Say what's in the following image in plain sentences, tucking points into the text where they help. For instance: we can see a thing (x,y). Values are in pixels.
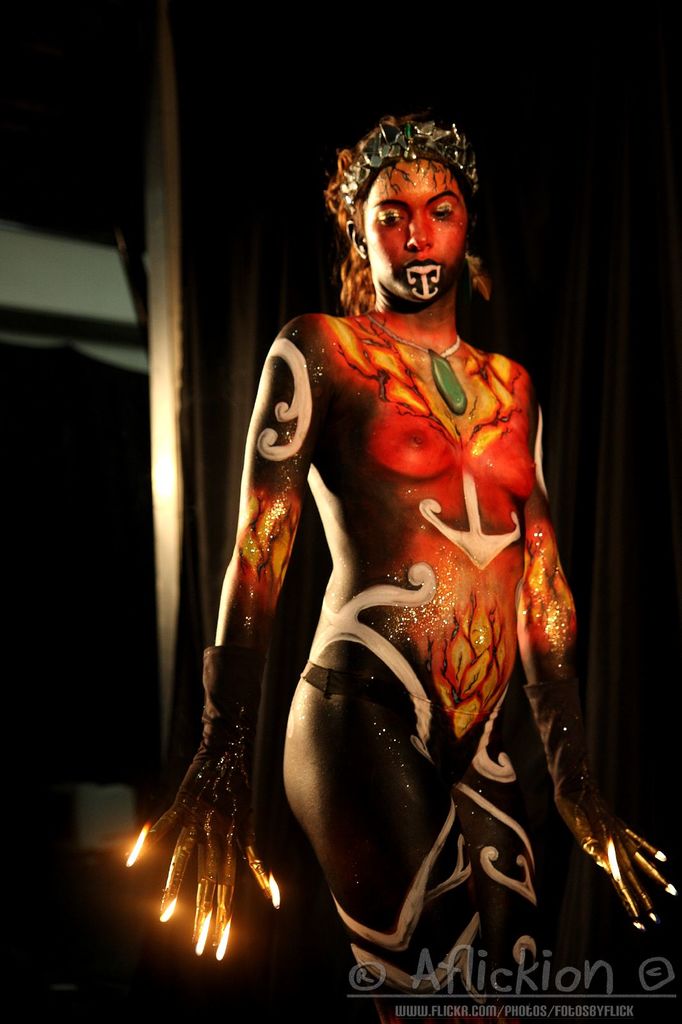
In this image we can see a lady (377,931) and on her we can see different type of painting (444,960). In the foreground of the image (503,968) we can see a text (519,985).
